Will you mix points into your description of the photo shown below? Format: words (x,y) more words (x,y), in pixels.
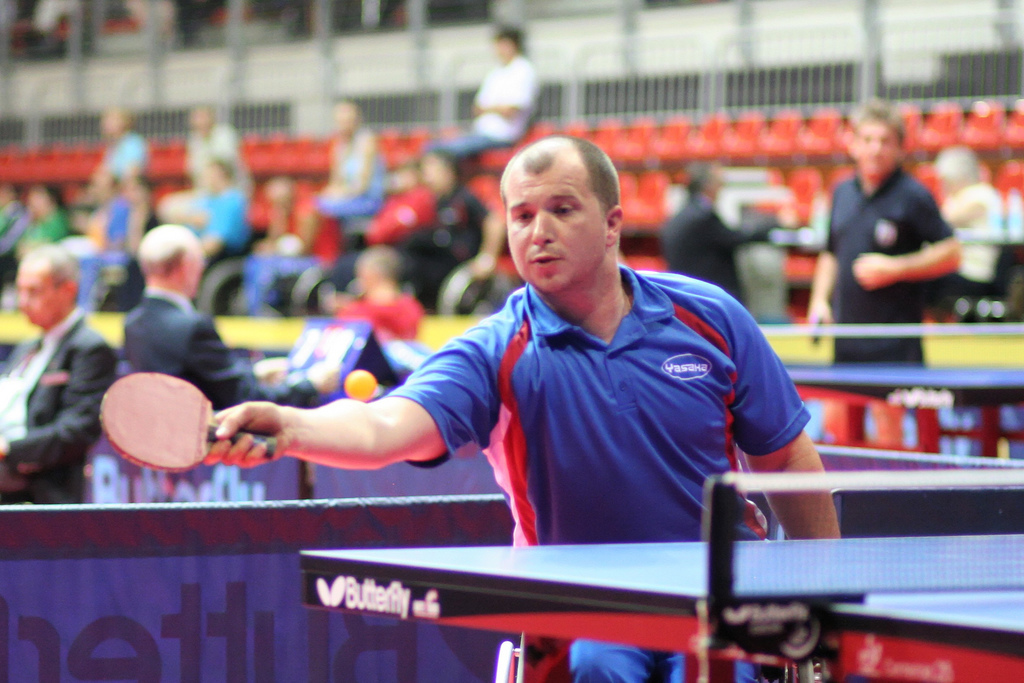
In this image the person (334,422) is holding a bat (190,448) and playing a tennis. There is a ball (364,381). At the back side (335,190) I can see some people (367,229) sitting on the chair (165,195).
